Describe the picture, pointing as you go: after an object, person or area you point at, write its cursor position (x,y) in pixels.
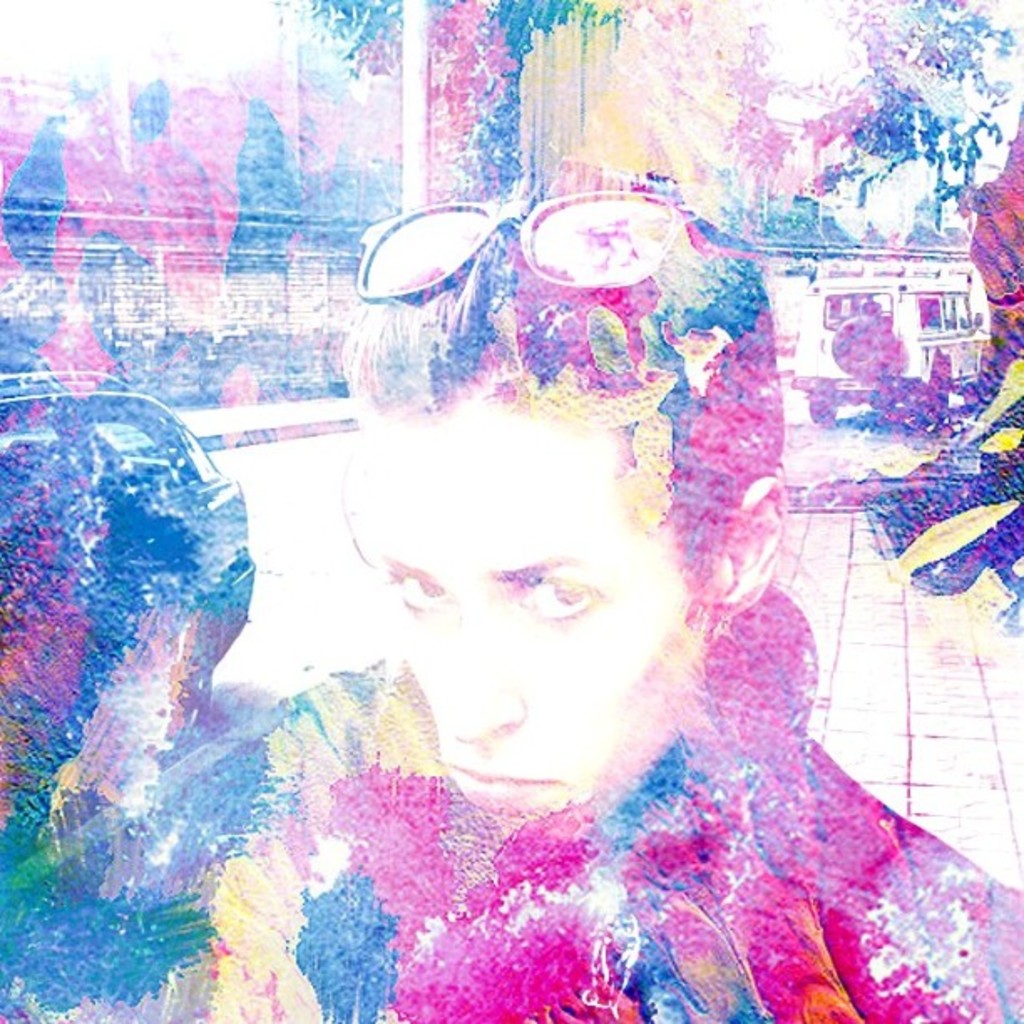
This is an animated image, in this image in the foreground (500,566) there is one man (541,842) who is wearing glasses (452,267), and in the background (120,524) there are some vehicles (939,291) and wall (159,294), trees (914,148) and poles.
